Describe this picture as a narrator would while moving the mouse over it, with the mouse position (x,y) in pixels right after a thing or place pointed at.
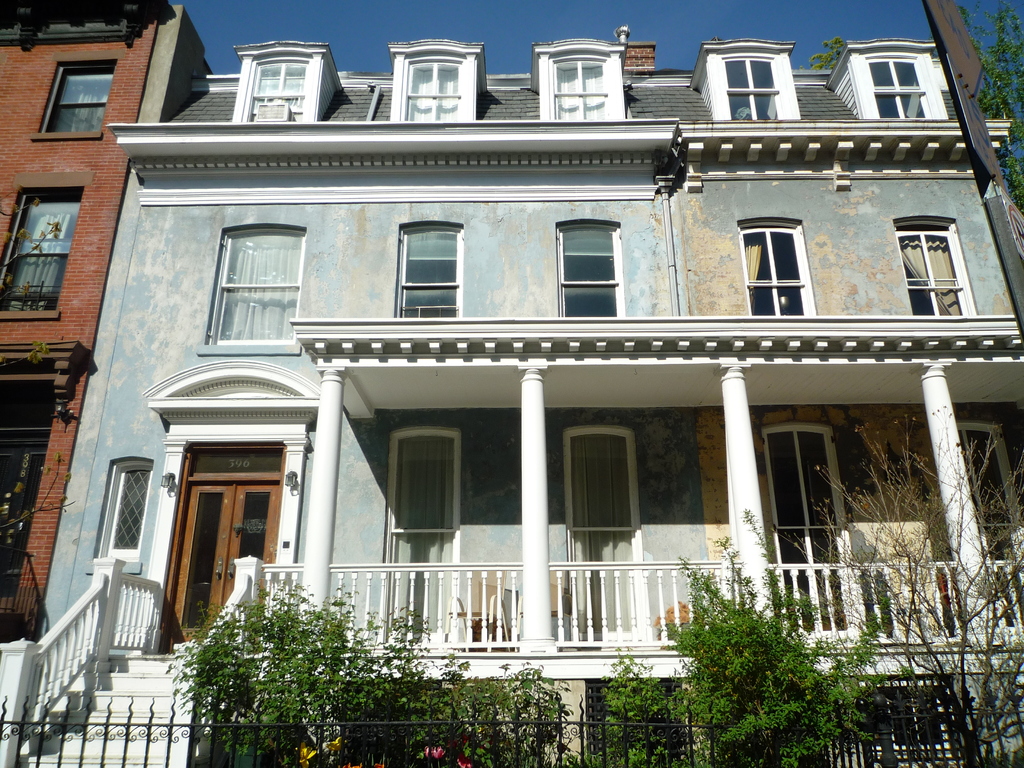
At the bottom (669,689) there are trees (632,709), this is a building (585,386), at the top (509,41) it is the sky (507,39).
